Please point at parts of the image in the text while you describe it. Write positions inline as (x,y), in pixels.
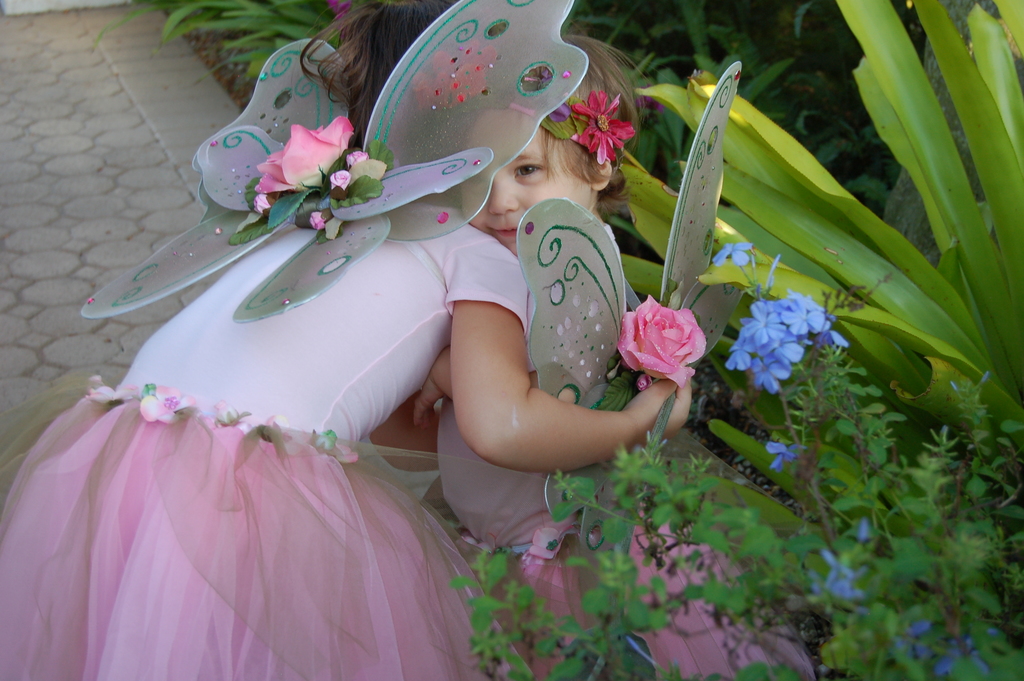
In the center of the image (410,353) there are two girls (312,493). On the right side of the image (965,214) we can see flowers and plants (843,592). In the background (829,107) there are plants (200,6) and floor (96,144).
